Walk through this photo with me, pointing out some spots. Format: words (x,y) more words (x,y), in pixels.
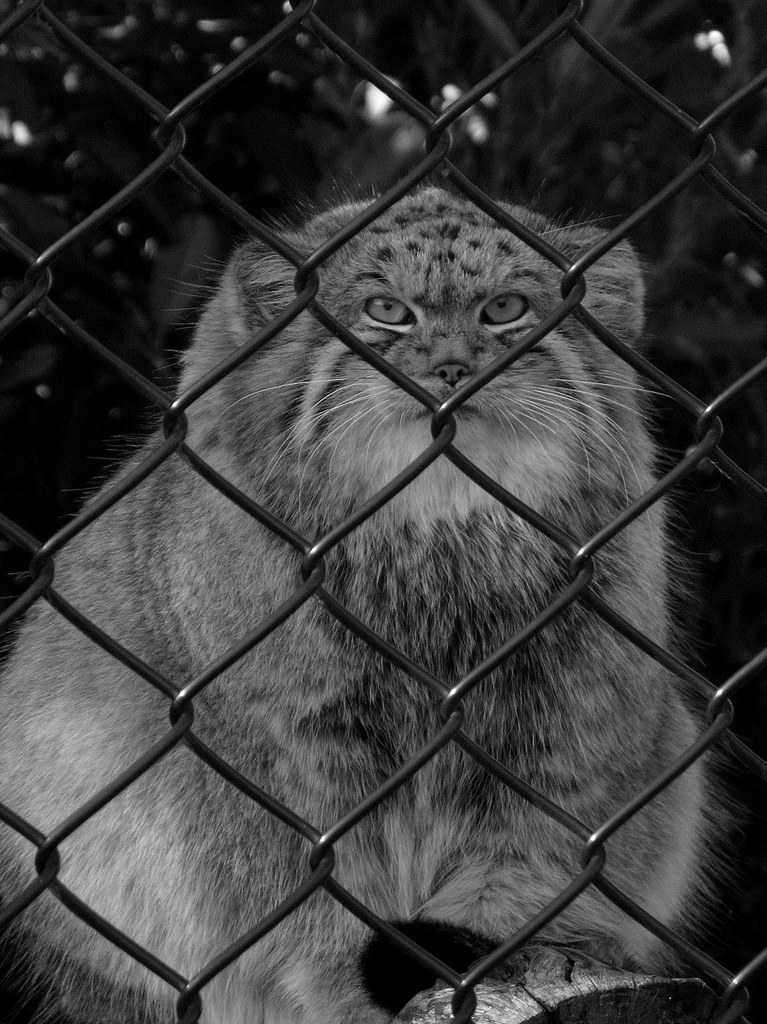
It is a black and white image, there is a mesh (184,991) and behind the mesh (51,858) there's a cat (196,595).
